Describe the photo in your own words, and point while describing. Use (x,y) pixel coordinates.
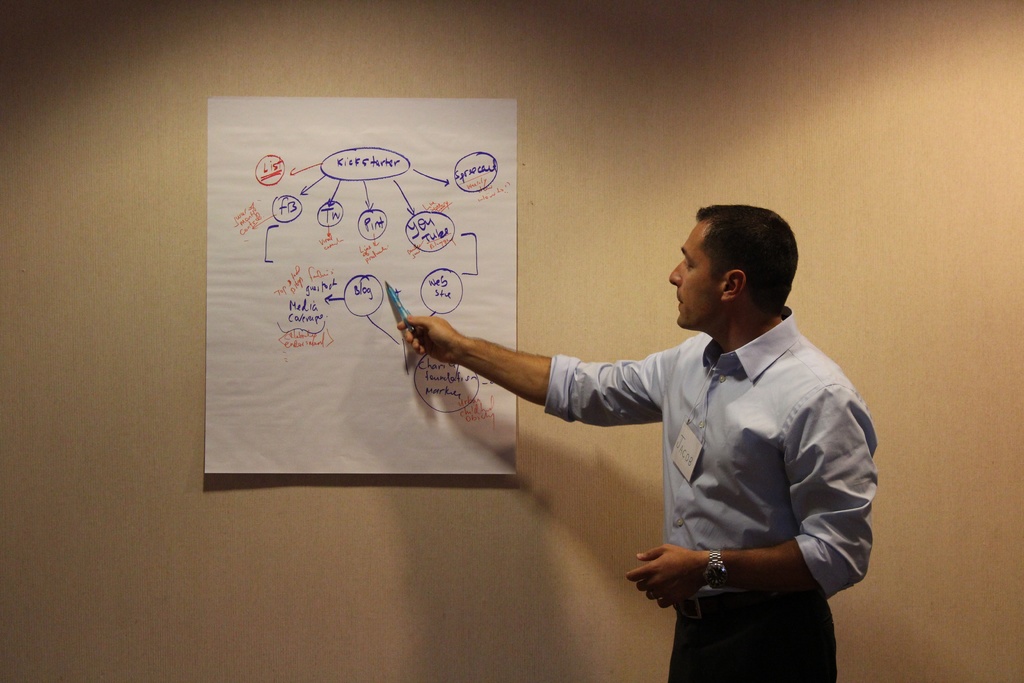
This image is taken indoors. In the background (448,541) there is a wall (625,208) and there is a white board (334,406) with a text (363,156) on it. On the right side of the image (791,443) a man (775,395) is standing on the floor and he is holding a marker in his hand (411,341).
